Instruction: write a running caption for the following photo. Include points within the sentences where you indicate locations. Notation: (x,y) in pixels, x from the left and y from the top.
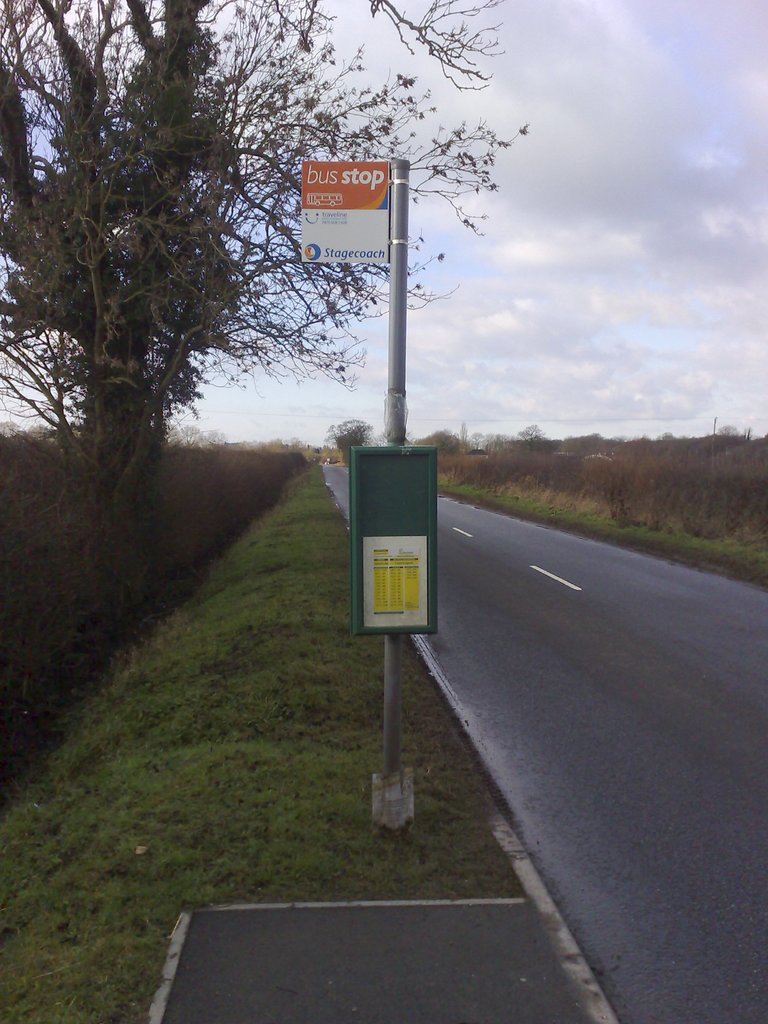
In the middle of the image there is a pole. Behind the pole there is grass (74,1002). Top left side of the image (234,81) there is a tree (235,69). Bottom right side of the image (718,980) there is road (752,934). Top right side of the image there are some trees (748,500). Behind the trees (380,129) there are some clouds (734,308) and sky (373,361).
